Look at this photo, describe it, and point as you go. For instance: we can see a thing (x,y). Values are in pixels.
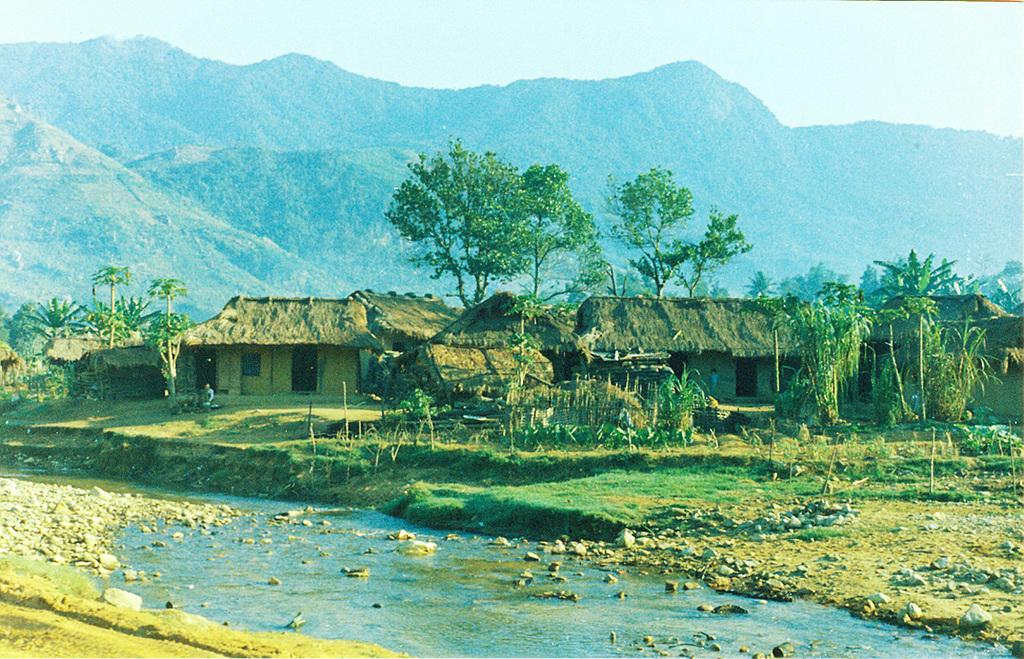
Here we can see trees (653,260), grass (604,486), houses (331,347) and water (434,578). Background (935,164) there is a mountain (550,116).
